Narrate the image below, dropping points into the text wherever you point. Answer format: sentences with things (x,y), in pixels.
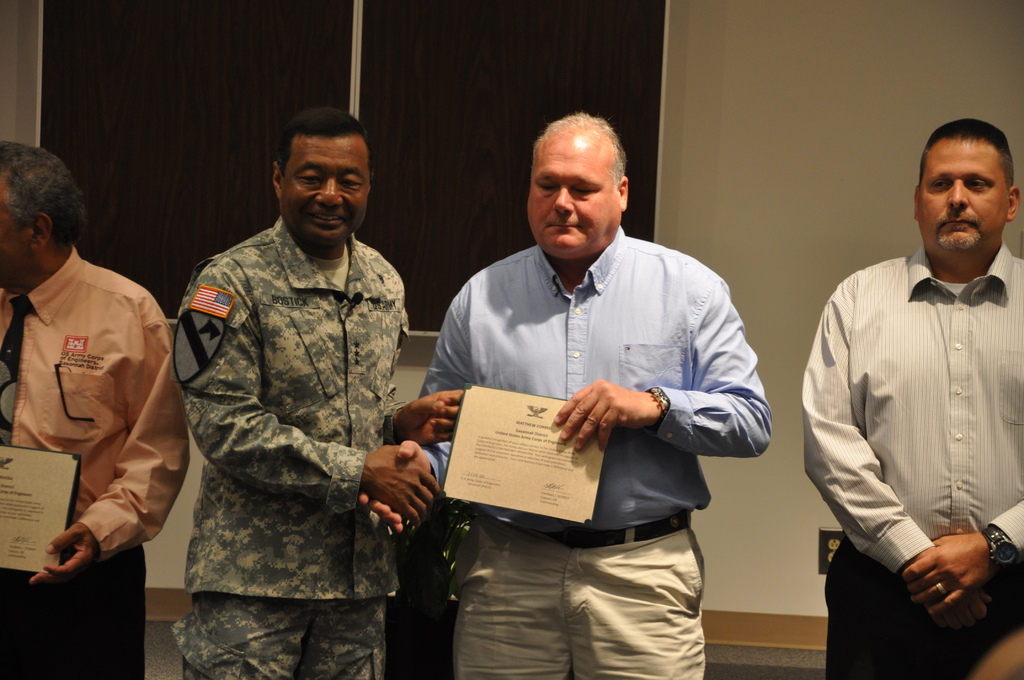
In this image there is a person (620,309) wearing a blue shirt (653,349) is holding a shield (535,483) with one hand (617,405) and holding a hand (387,486) of a person (402,477) wearing uniform (260,406). Beside there is a person (93,418) wearing a tie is holding a shield (26,490). Right side (993,550) there is a person (833,485) wearing a watch (1013,550) is standing before a wall (826,228) having dark wood panels (421,126).
